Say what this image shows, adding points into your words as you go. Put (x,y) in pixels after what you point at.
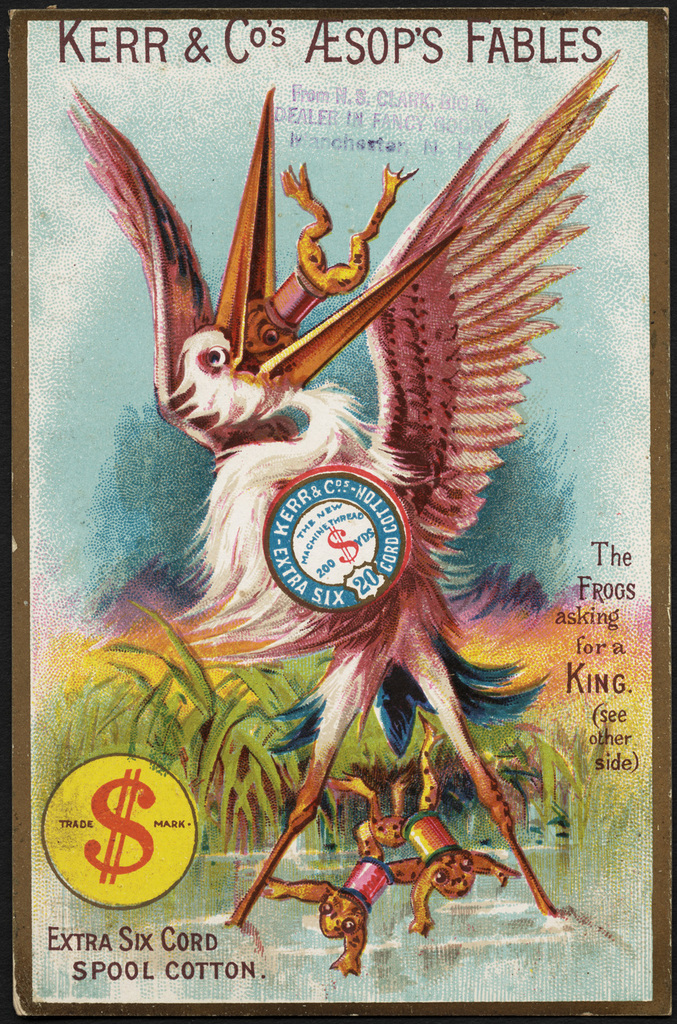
In this image I can see a poster (227,822) and on it I can see depiction picture of animals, a bird (278,626) and of grass (306,835). I can also see something is written on this poster (357,527) and in the center (313,505) I can see a logo (362,492).
